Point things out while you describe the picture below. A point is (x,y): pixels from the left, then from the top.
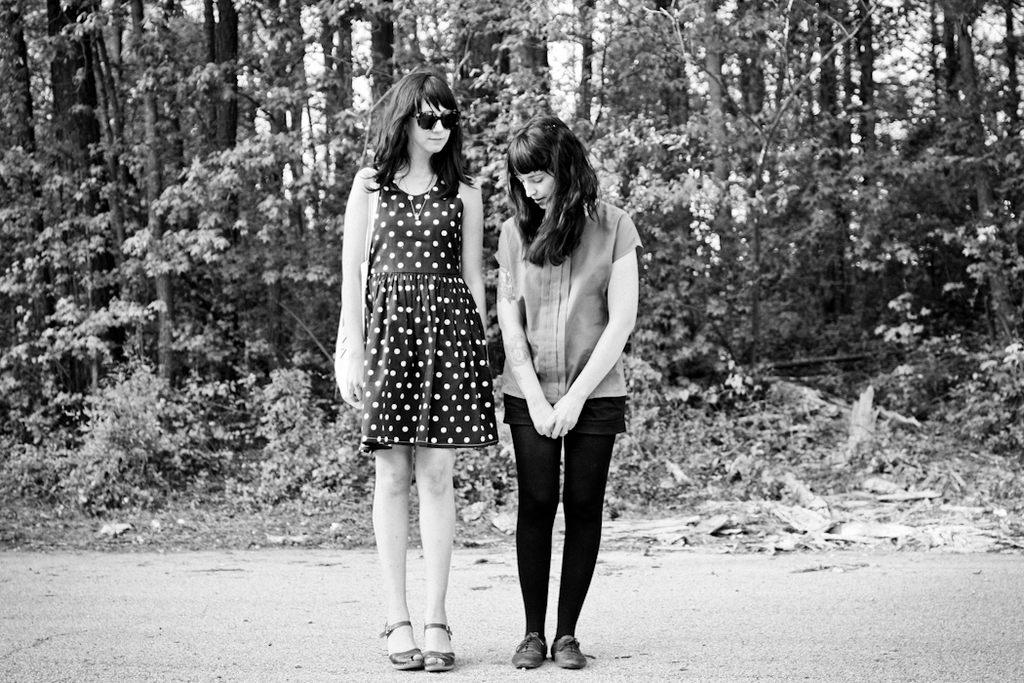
This is a black and white picture. Here we can see two women (522,507) are standing on the road (343,614). In the background (354,473) we can see plants (710,395) and trees (710,241).
